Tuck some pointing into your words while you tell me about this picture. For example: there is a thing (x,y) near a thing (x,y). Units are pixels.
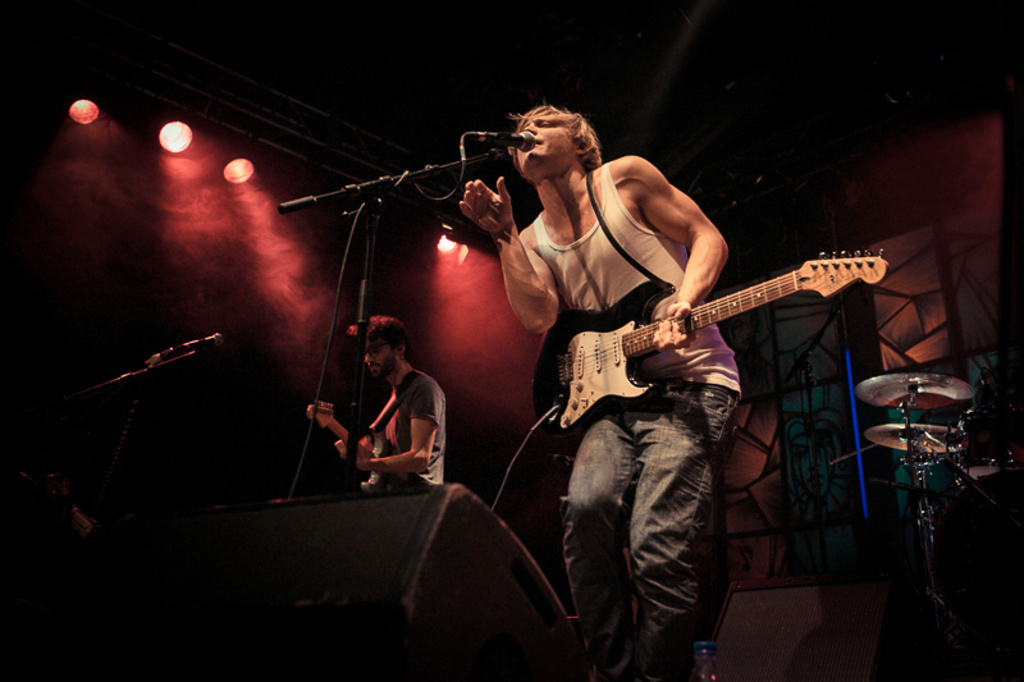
In the middle of the image (667,310) a man (568,133) is standing and playing guitar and singing. Behind him a man (414,388) is playing guitar (323,405). Bottom right side of the image (1013,548) there is a musical instrument (953,423). Bottom left side of the image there is a microphone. Top left side of the image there are some lights (73,115).
